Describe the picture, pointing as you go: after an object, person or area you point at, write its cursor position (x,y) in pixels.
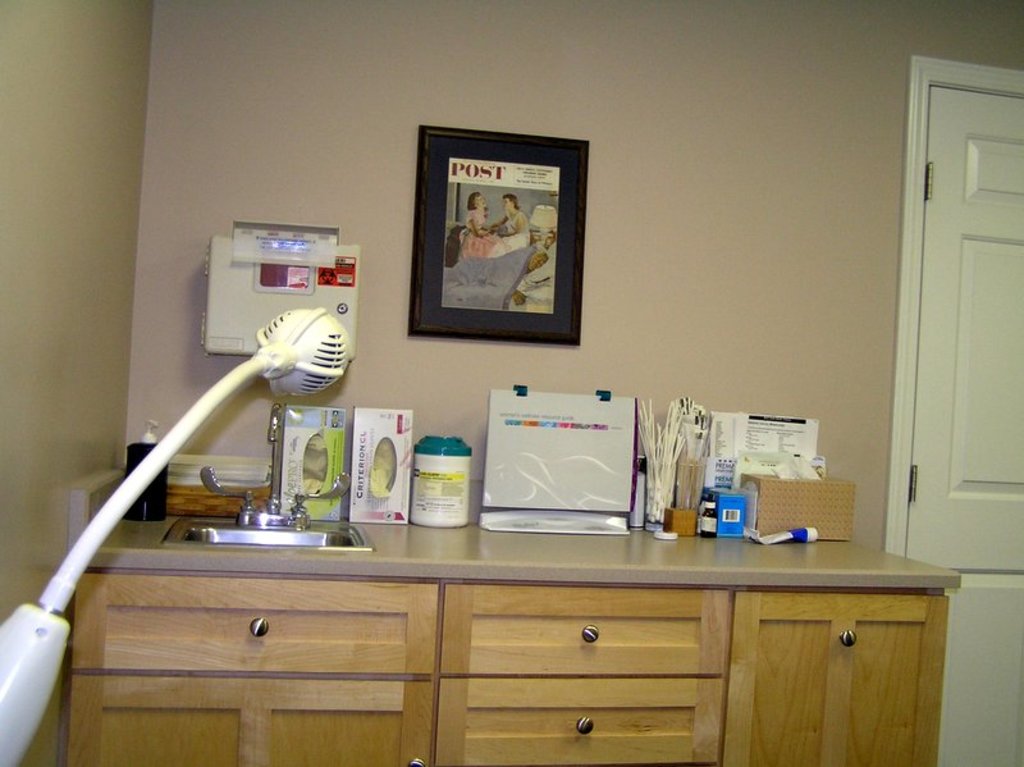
A sink (265,543) with tap (264,509). This is a bottle (145,509) on a table (485,548) and there are things (695,503). Photo (529,217) is attached to a wall (746,217). This is a door (959,287). This is a desk (595,639).
